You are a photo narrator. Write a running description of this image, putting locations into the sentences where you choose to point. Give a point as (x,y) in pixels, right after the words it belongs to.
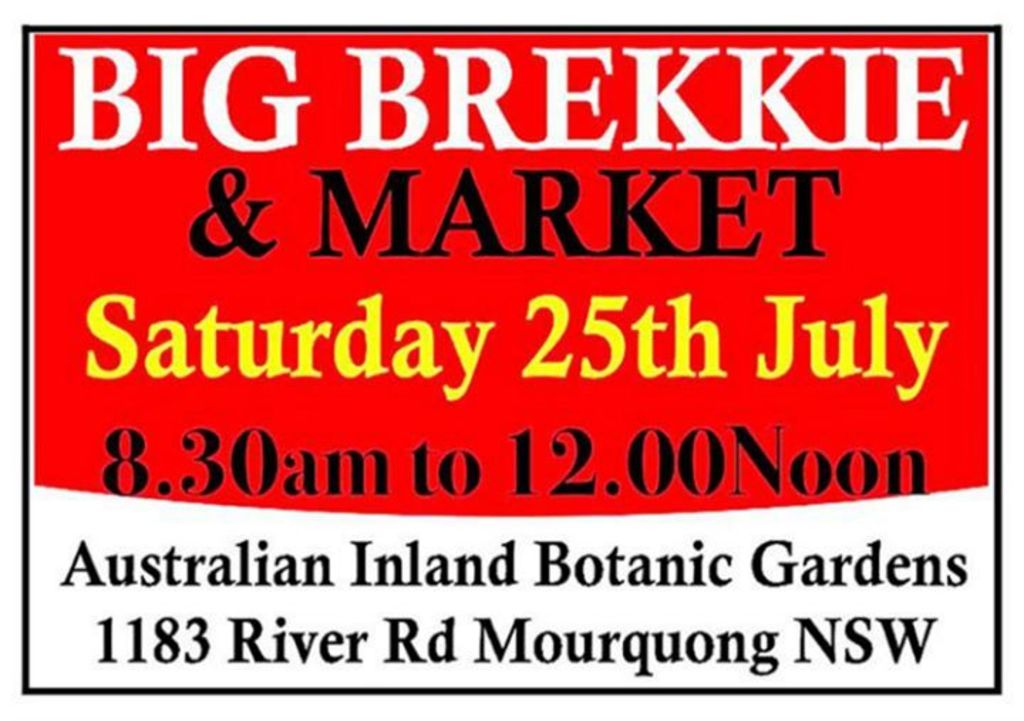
In this image I can see a pamphlet (375,272) which is red and white in color and I can see something is written on it.
